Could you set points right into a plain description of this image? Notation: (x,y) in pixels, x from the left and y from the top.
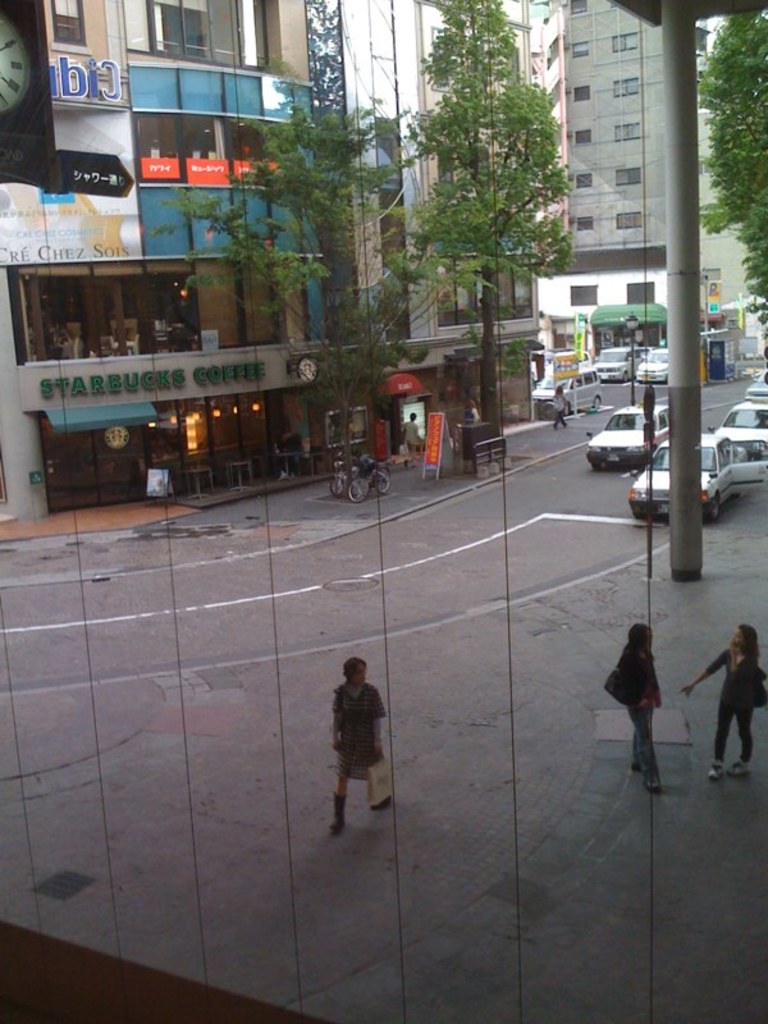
In this image we can see some buildings (25,441) with windows (183,438) and the sign boards (226,375) with some text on it. We can also see some people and a group of vehicles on the road (219,557), a board (448,446) on the ground (402,762) with some text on it, motor vehicles (362,492) parked aside, a pole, some street lamps (631,370) and the trees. On the left side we can see a clock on a wall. In the foreground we can see some ropes (498,302).
